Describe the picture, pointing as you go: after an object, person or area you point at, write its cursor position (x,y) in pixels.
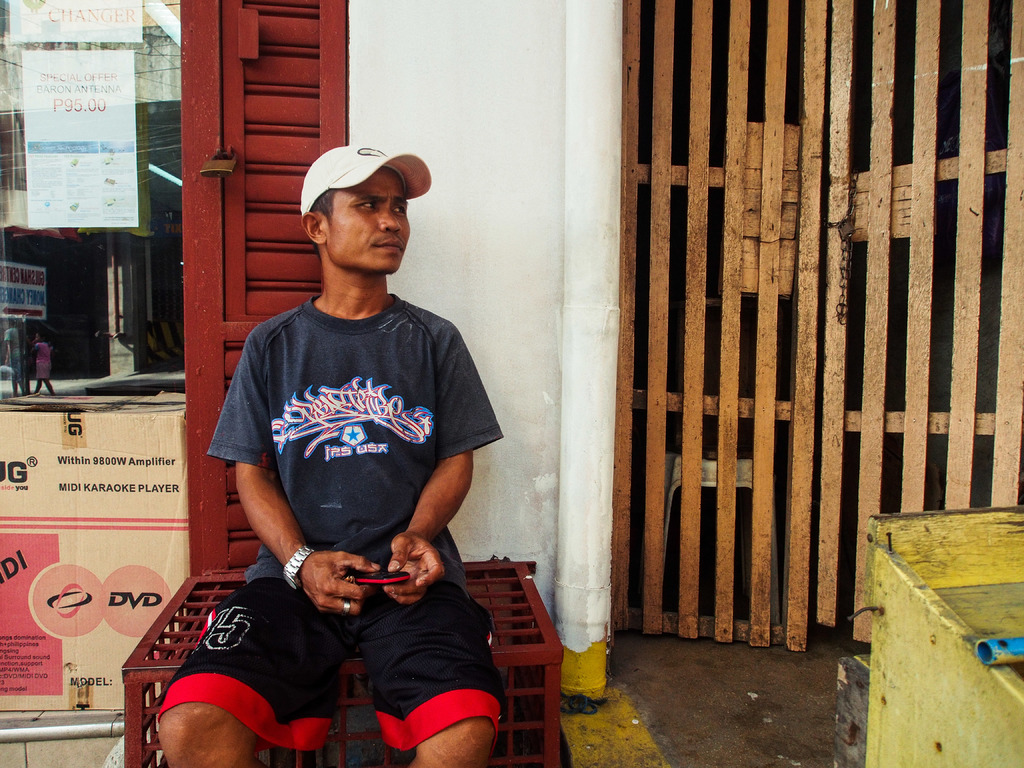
In the center of the picture (377,379) there is a person (384,537) holding mobile (383,580), wearing watch (293,570) and cap (355,169), sitting on a thing (185,601). On the right (738,585) there are door (857,624) box (904,616) and an object (1007,654). On the left (124,391) there is a glass window (72,321), on the glass (86,305) there are posters (74,138).
